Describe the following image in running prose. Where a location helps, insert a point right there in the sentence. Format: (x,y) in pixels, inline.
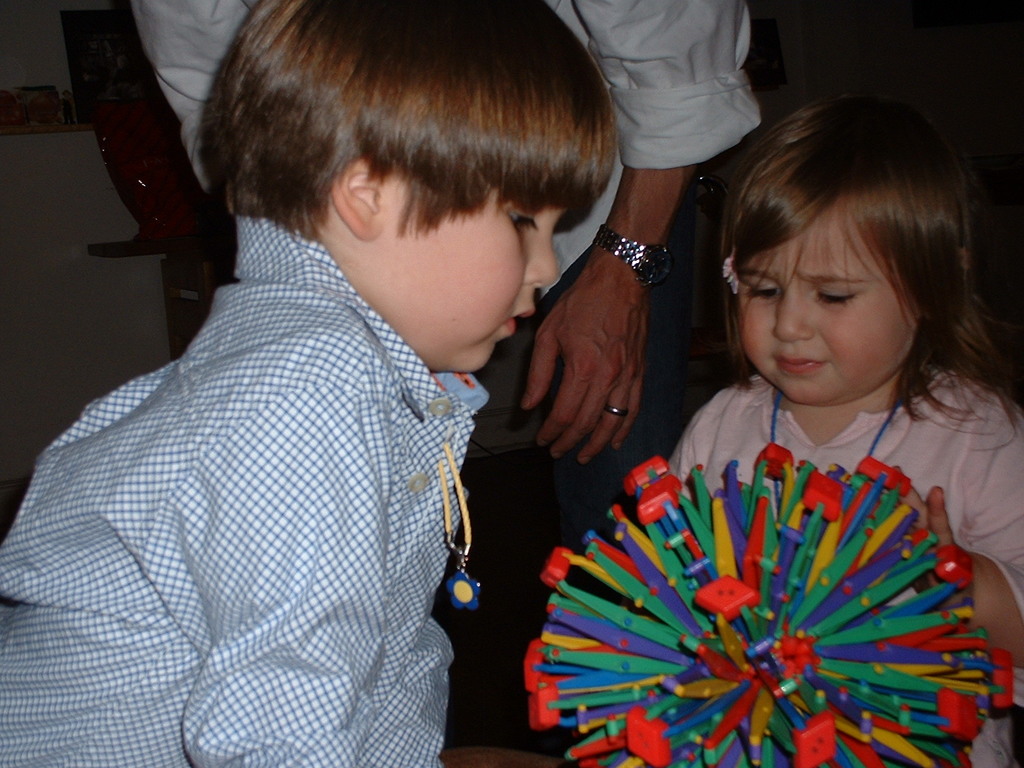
In this image I can see three persons (429,193), in front (402,242) the person (281,316) is wearing blue and white checkered shirt (235,412) and the person (900,404) at right (900,404) wearing light pink color dress (939,438) holding some object (717,589) in multi color. Background (643,48) I can see the other person (663,87) wearing white shirt (681,127) and dark pant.
